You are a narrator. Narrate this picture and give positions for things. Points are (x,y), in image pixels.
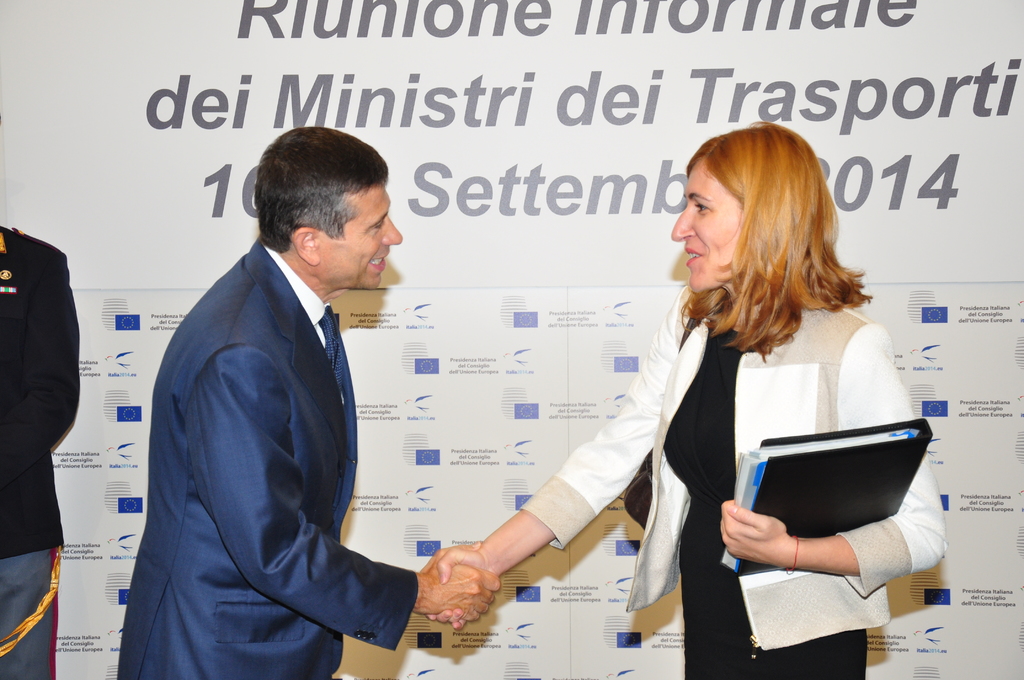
In the image there are two people (643,419) greeting each other and the woman (659,464) is wearing a bag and also holding some files (813,468) in the hand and behind them there is a banner (972,278) and on the left side (33,280) another person (10,479) is standing and he is partially visible.
